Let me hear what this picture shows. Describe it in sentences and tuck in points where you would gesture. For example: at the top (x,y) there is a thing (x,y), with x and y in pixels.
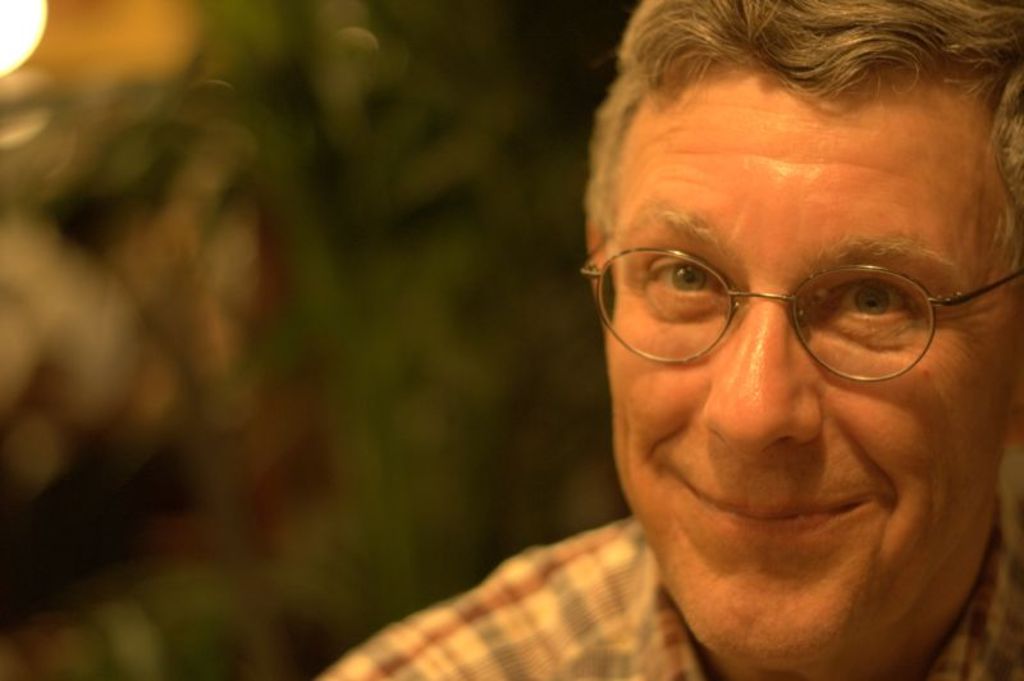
In this image I can see the person (769,325) with the dress (489,603) and also specs (724,332). And there is a blurred background (32,50).
